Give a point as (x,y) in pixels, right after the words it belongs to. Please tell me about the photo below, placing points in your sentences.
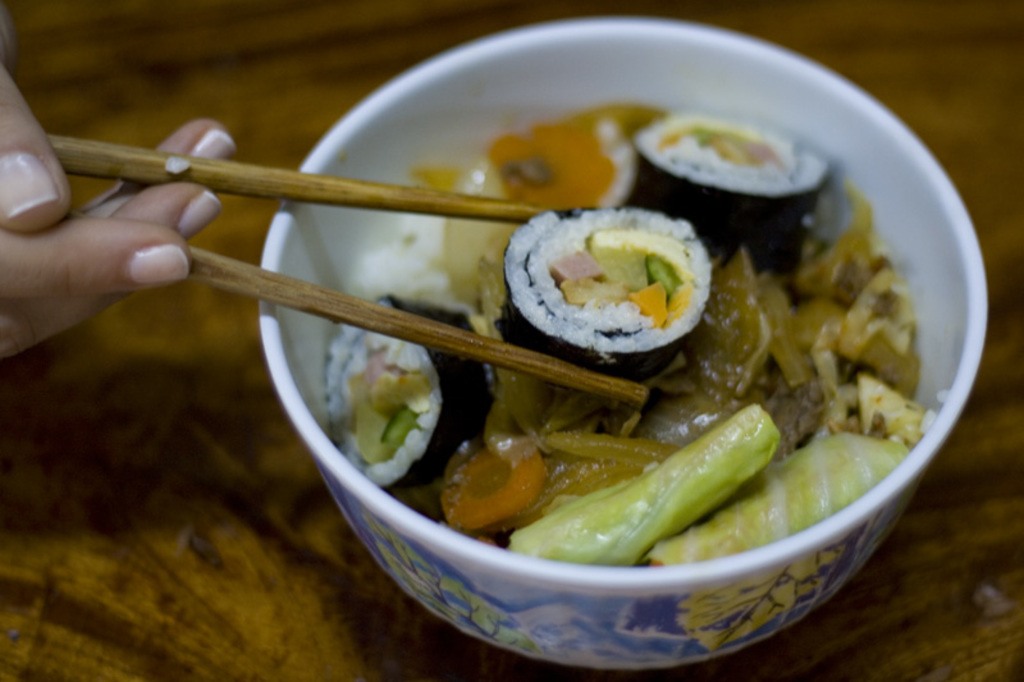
The image consists of a bowl (757,602) in which there is food (692,274) and a hand (104,260) is holding with chopsticks (538,207).
